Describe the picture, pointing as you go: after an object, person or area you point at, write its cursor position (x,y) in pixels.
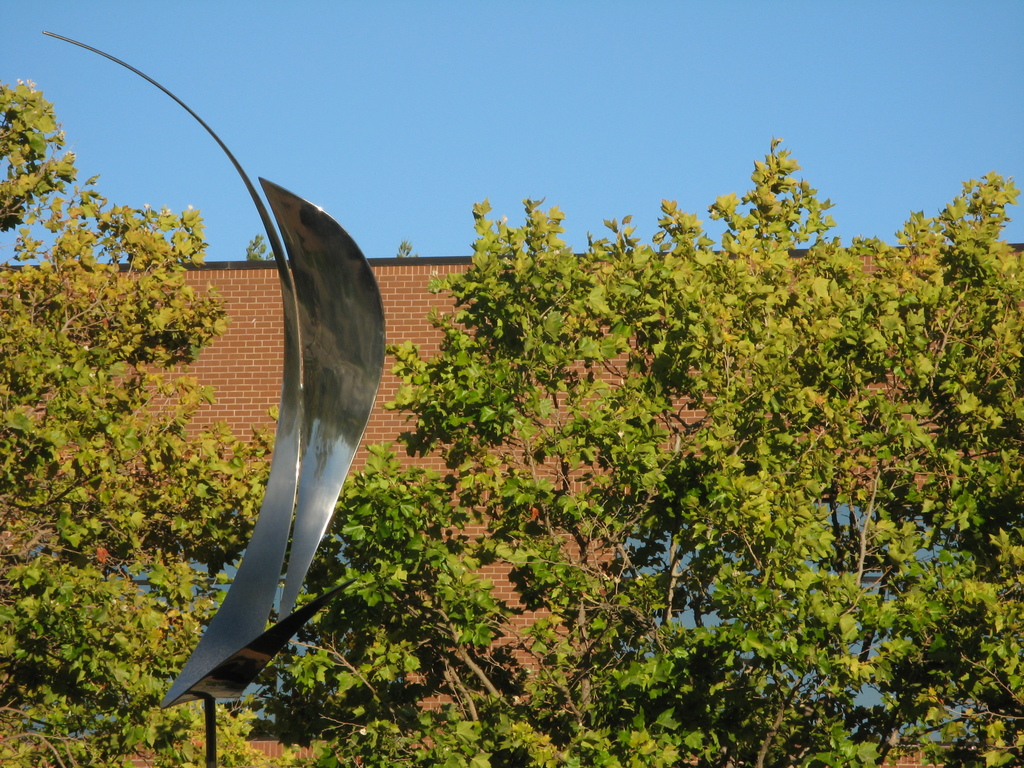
In the image we can see brick wall (249,356), trees (647,560), metal object (336,381) and the sky (398,106).
